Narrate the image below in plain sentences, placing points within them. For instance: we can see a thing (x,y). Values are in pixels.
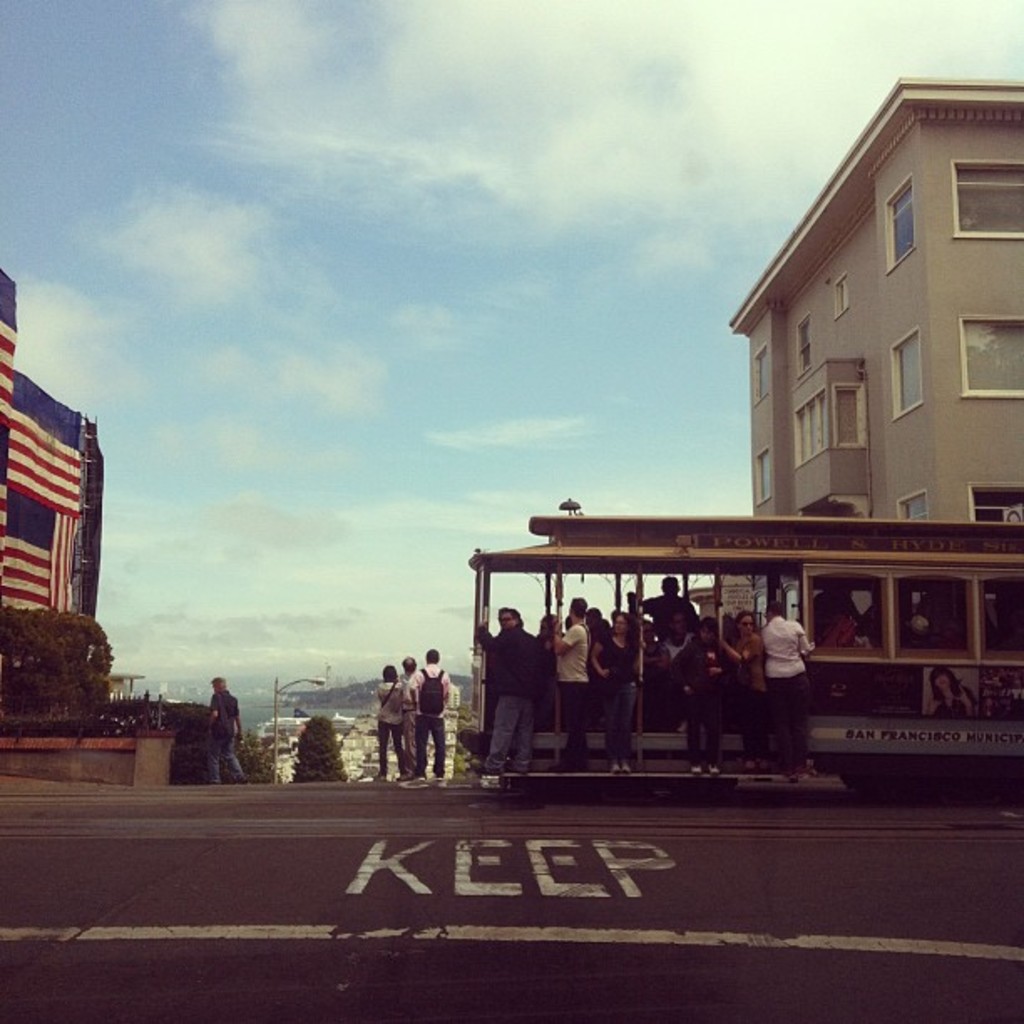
In this image we can see a group of people (592,670) standing in a vehicle (865,677). In the center of the image (412,664) we can see three persons (428,719) standing on the ground (393,791), group of plants (155,722), flags (57,545). On the right side of the image (948,246) we can see a building (849,475) with a group of windows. In the background (598,440), we can see the cloudy sky (360,556).
